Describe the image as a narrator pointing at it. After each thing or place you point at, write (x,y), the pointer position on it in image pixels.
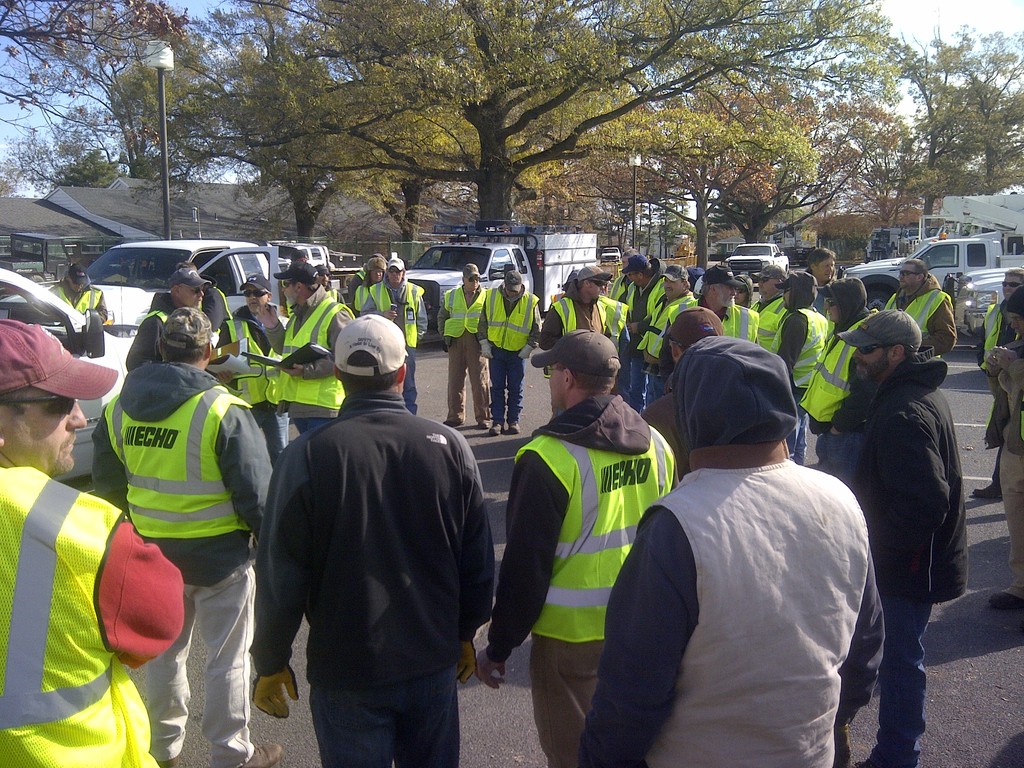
In the foreground of the picture (530,304) we can see people (93,613), cars (7,281) and other objects (621,312). In the middle of the picture (669,258) there are trees (622,157), buildings (85,195), street light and other objects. At the top (50,16) there is sky (825,89).
